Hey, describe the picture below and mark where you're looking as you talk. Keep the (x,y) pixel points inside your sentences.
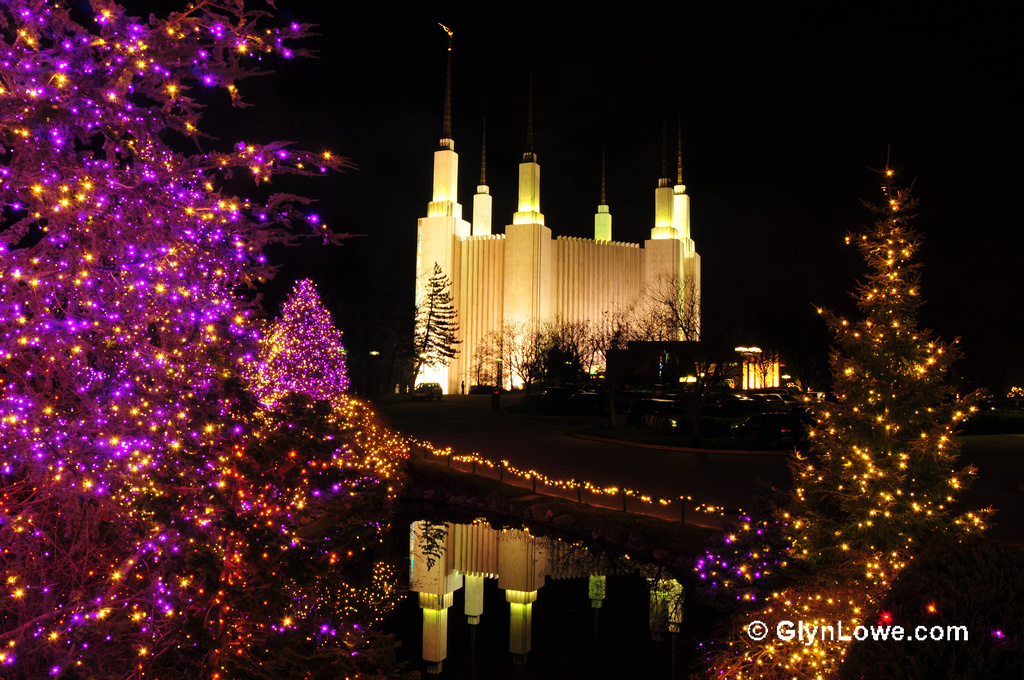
In this image we can see buildings (759,387), trees (550,365), vehicles (789,420), decorative lights (809,435), water (464,548) and dark sky (717,176). Bottom of the image (846,631) there is a watermark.
